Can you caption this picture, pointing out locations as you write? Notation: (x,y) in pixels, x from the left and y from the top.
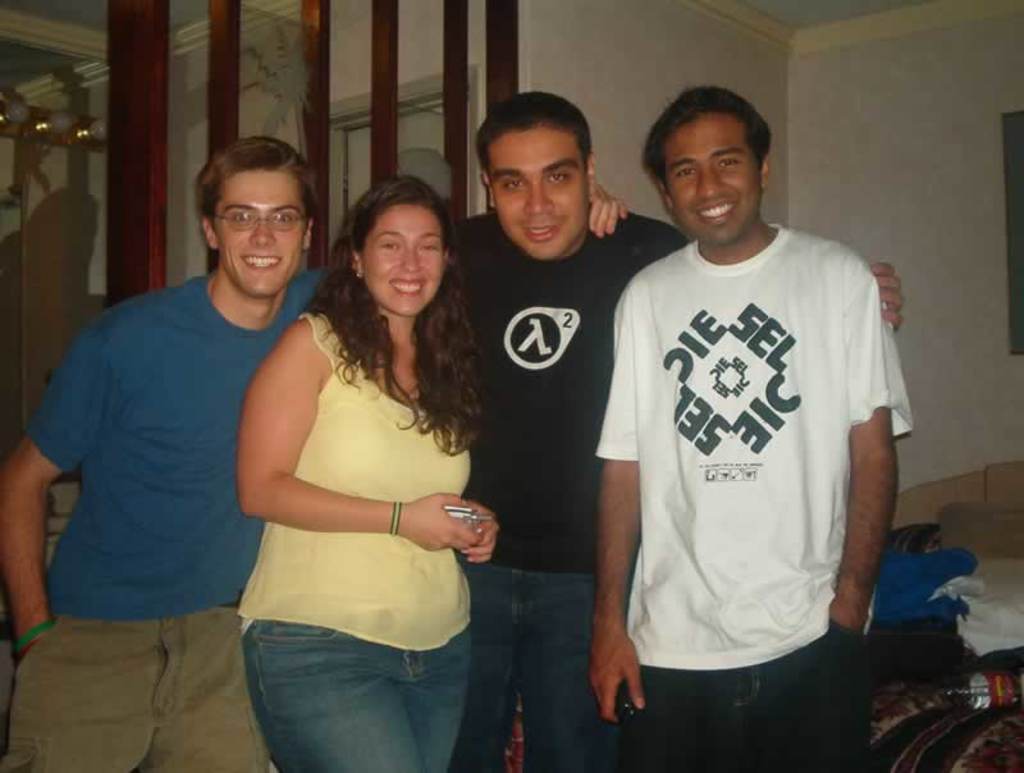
In this image there are three men (632,291) and a woman (402,356) giving pose for a photograph, in the background (153,122) there is a wall (851,73) and a wooden frames (167,95).
